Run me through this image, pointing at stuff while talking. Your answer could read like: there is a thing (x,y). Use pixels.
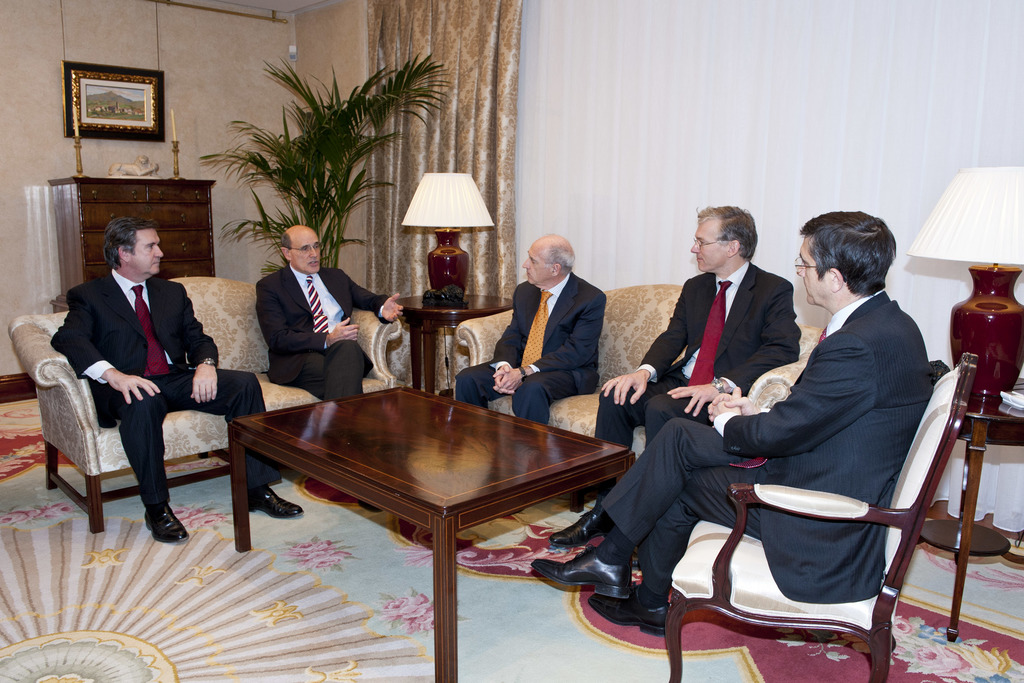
In this room (487,624) there are sofas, chair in the middle (405,450) there is a table (284,443). On the left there is a cupboard (67,194) on it there are candles (79,150). On the wall (59,43) a photo frame (94,74) is hanged. Here there is a plant (304,155). Here there is a white curtain (687,126) and another curtain (495,136) is here. On the floor (379,638) there is a carpet (301,681). On the sofa (644,299) people (548,285) are sitting wearing suit (360,368).
